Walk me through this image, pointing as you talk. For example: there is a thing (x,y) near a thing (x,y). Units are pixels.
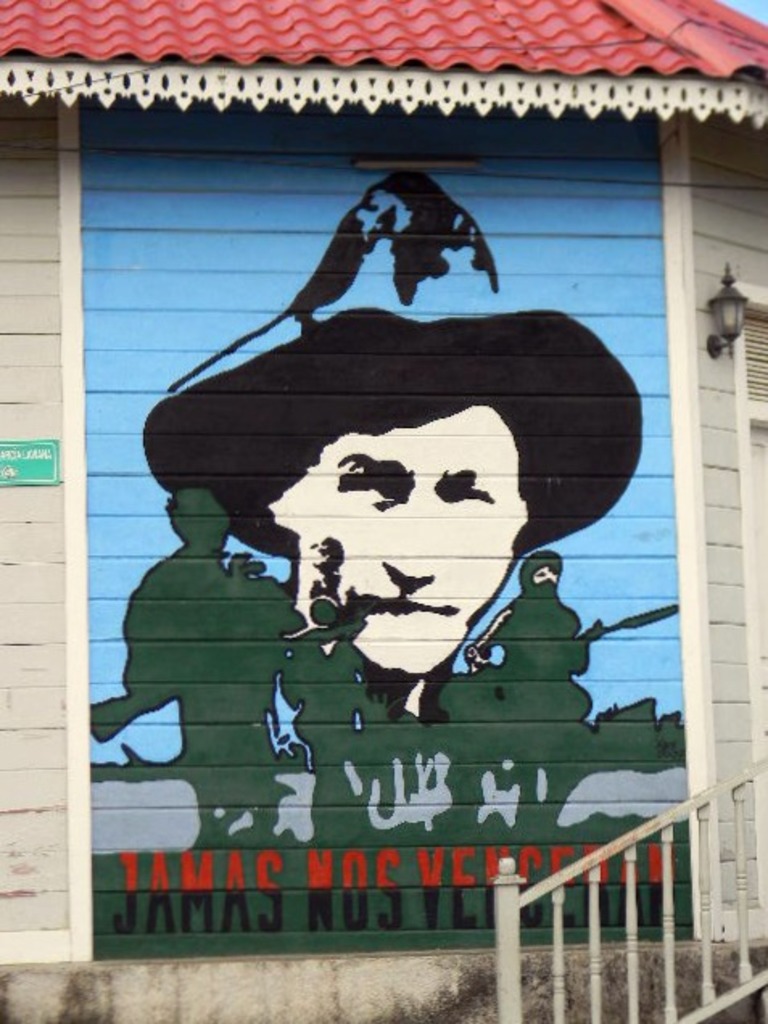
In this image, we can see a wall (678,455), on that wall (729,638) there is a painting (402,450) and at the right side (673,974) there are some stairs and there is white color railing (637,961).
